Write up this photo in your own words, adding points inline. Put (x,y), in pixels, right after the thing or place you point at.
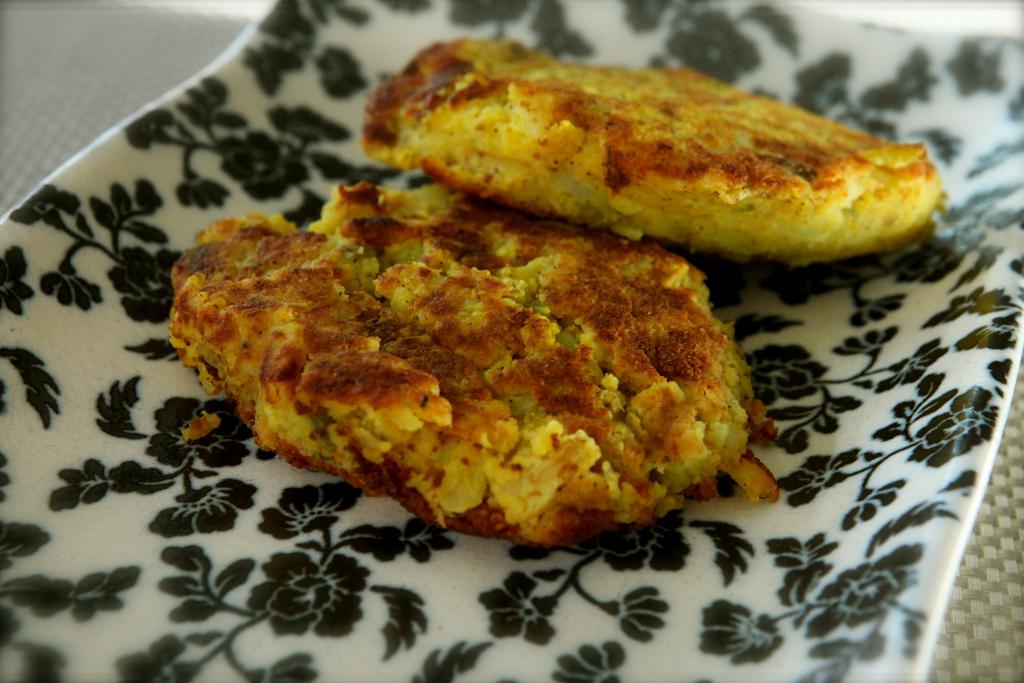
In the image in the center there is a cloth (65,5). On the cloth (152,23), we can see one plate (224,419). In the plate (201,527), we can see some food items (558,338).
